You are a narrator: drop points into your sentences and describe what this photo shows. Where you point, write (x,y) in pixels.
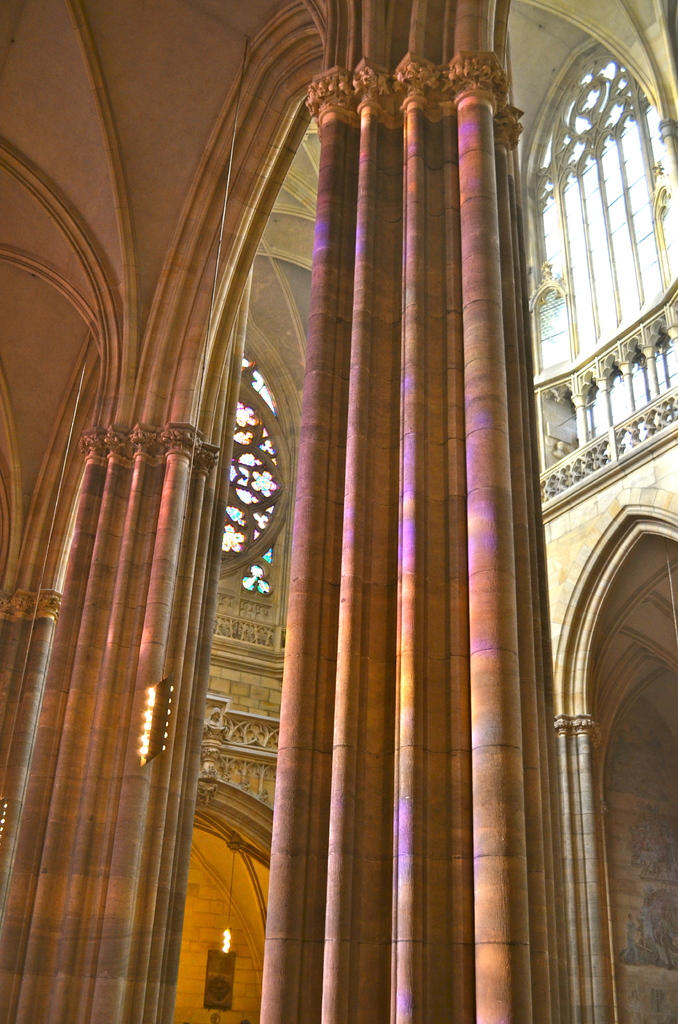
In this image there is a building (385,420) truncated, there are pillars (124,886), there are lights (227,948), there is wall (201,933), there is a painting (649,958) on the wall (659,874).
